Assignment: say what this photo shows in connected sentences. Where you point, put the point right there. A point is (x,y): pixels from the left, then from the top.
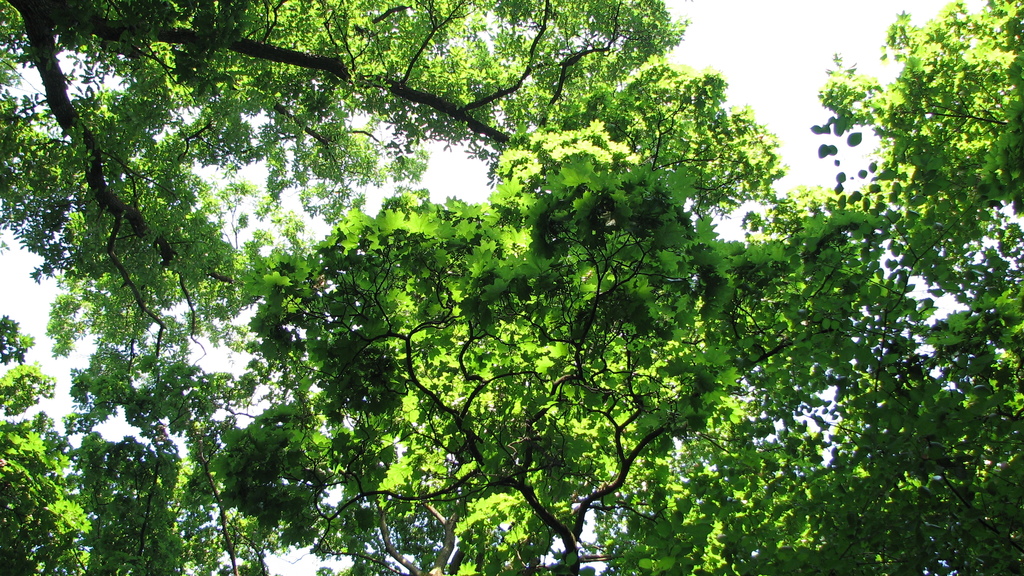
In this image there are trees (598,221). Background (766,91) there is sky (742,108).
